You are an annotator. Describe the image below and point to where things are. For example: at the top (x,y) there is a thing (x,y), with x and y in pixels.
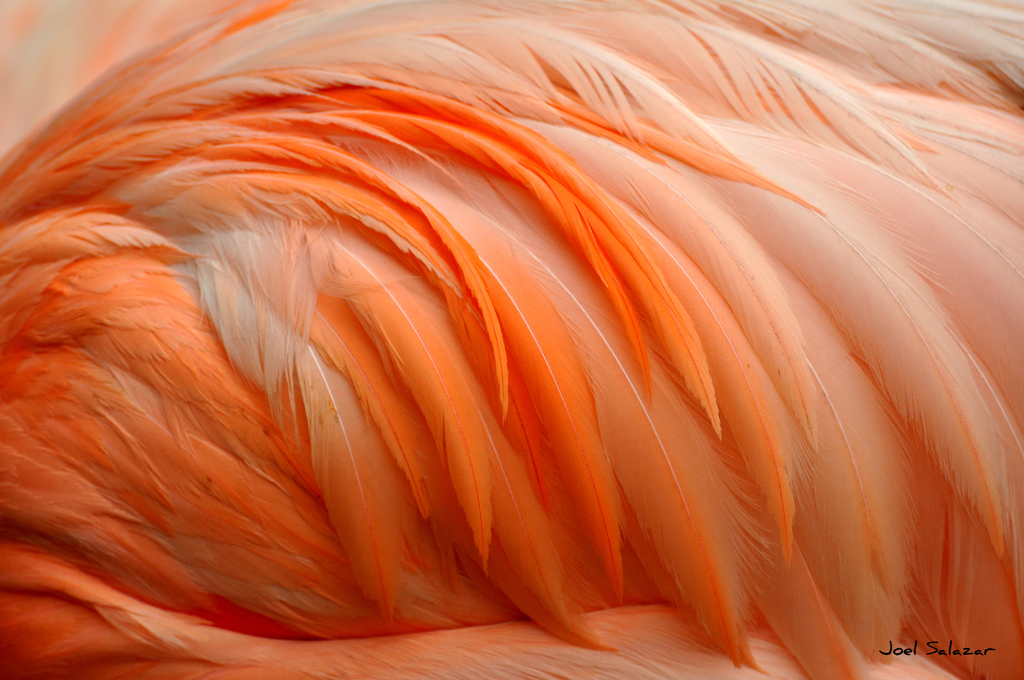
This image consists of feathers (518,276) in orange color.
